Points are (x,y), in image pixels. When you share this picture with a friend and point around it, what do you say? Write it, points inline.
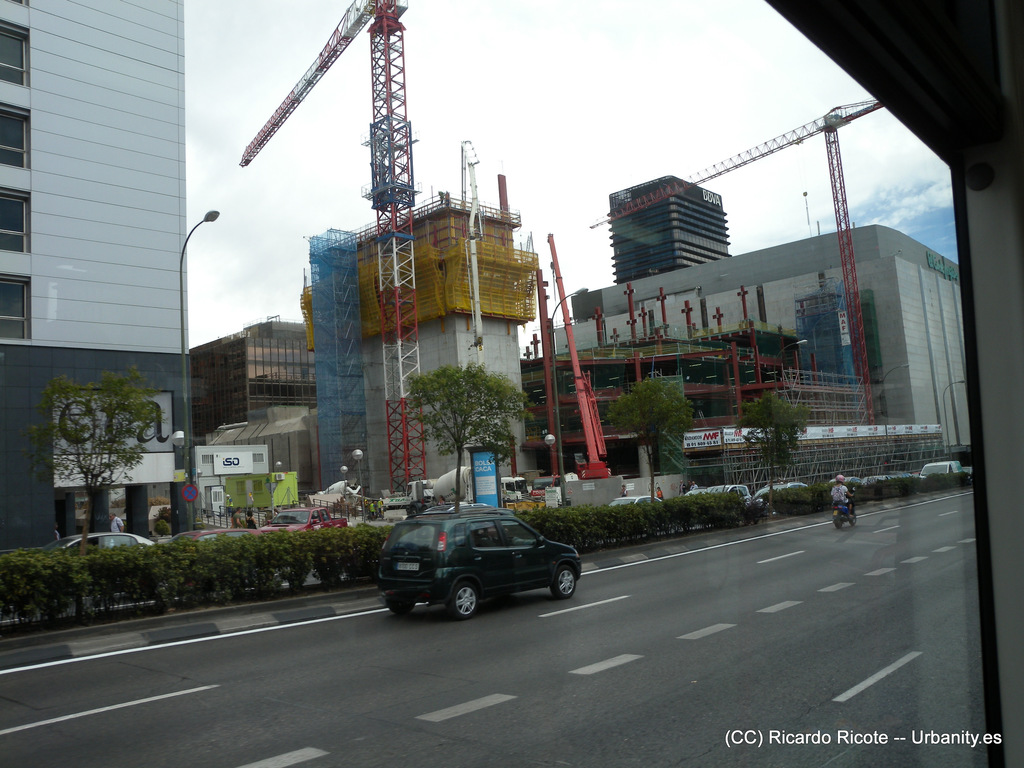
On the right side (975,410), there is a glass window (626,260). In the right bottom corner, there is a watermark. Through this glass window (781,537) we can see, there are vehicles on the road (822,536), there are plants (19,591) on the divider (638,550), there are vehicles (121,535) on the other road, there are trees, buildings (911,391), towers (847,121) and clouds (605,148) in the sky (774,193).
